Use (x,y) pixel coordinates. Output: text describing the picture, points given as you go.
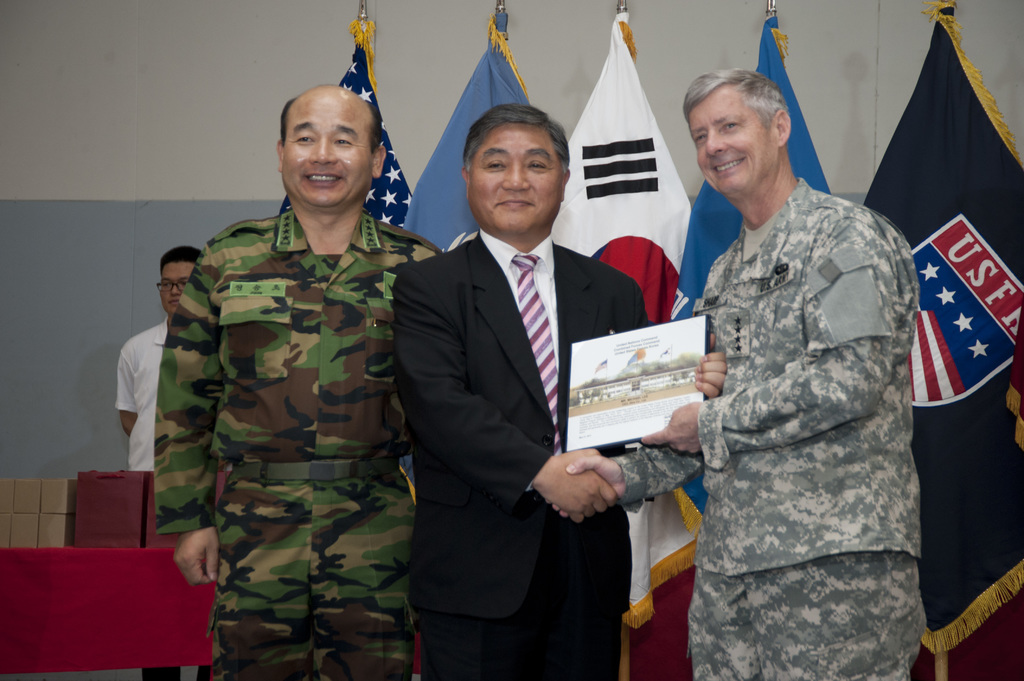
In this picture we can see there are four men (322,376) standing. There are two men (604,475) holding an object (613,405). Behind the people (426,366), there are flags (796,151), wall (159,136) and some other objects (75,543).
